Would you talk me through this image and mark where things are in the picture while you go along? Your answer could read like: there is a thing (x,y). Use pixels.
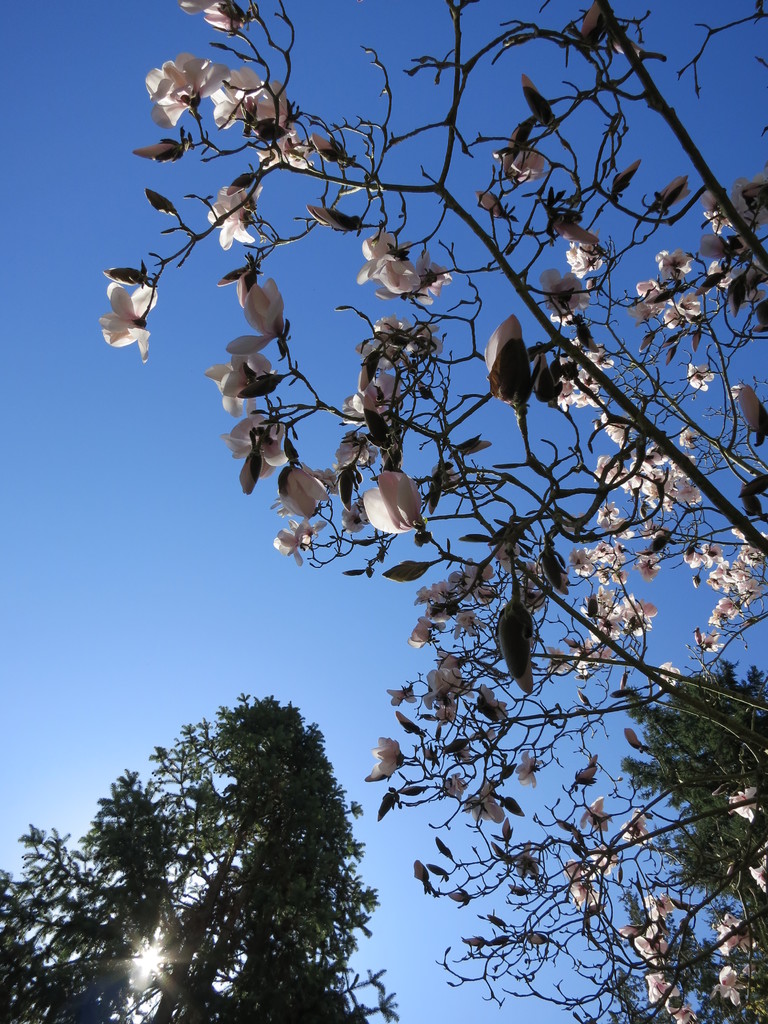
In this image we can see the trees (499,368) and in the background (342,376) we can see the sky (599,788) and also the sun (158,968).
